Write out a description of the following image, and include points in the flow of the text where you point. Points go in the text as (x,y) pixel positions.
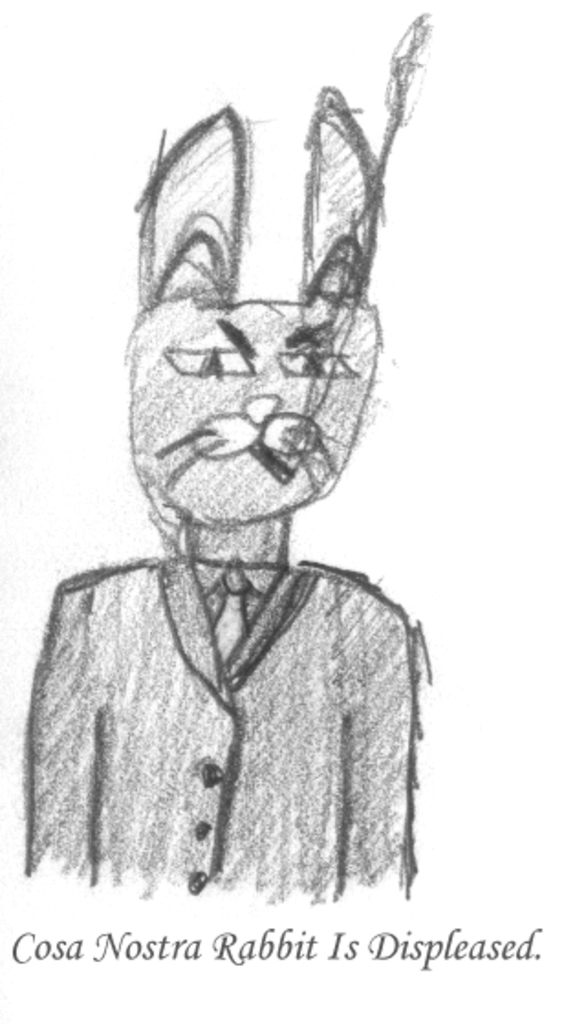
In this image we can see a pencil sketch (219,548), and text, and the background (528,32) is white in color.
